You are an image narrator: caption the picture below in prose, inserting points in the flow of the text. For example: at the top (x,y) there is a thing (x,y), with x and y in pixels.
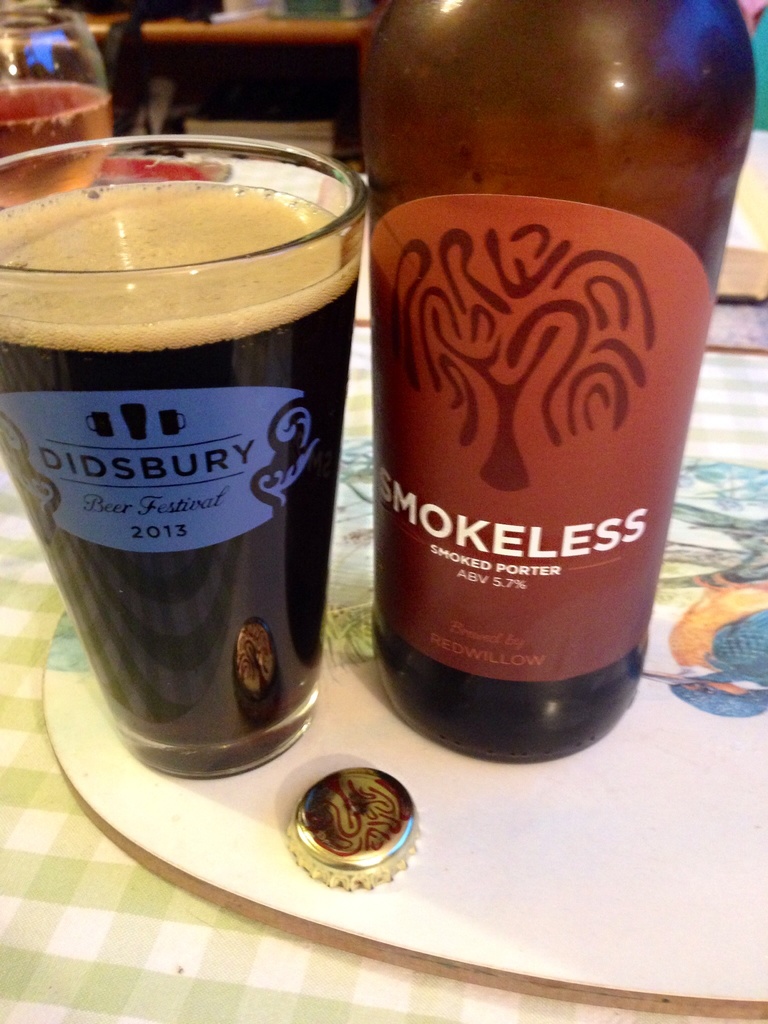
In this image we can see a table (228,964) where a bottle (474,666) and a glass (256,381) of beer (207,375) are kept on it.
